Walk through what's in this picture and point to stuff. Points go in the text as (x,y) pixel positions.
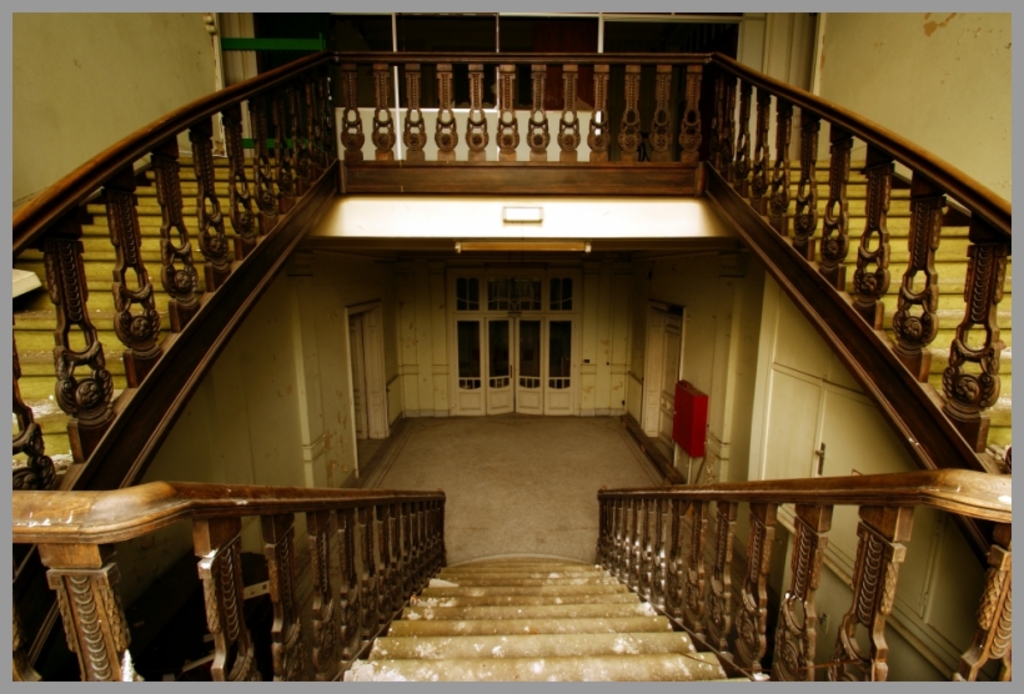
In the image we can see inside view of the building (521,495), steps (386,659), fencing (234,166) and walls (587,326).
